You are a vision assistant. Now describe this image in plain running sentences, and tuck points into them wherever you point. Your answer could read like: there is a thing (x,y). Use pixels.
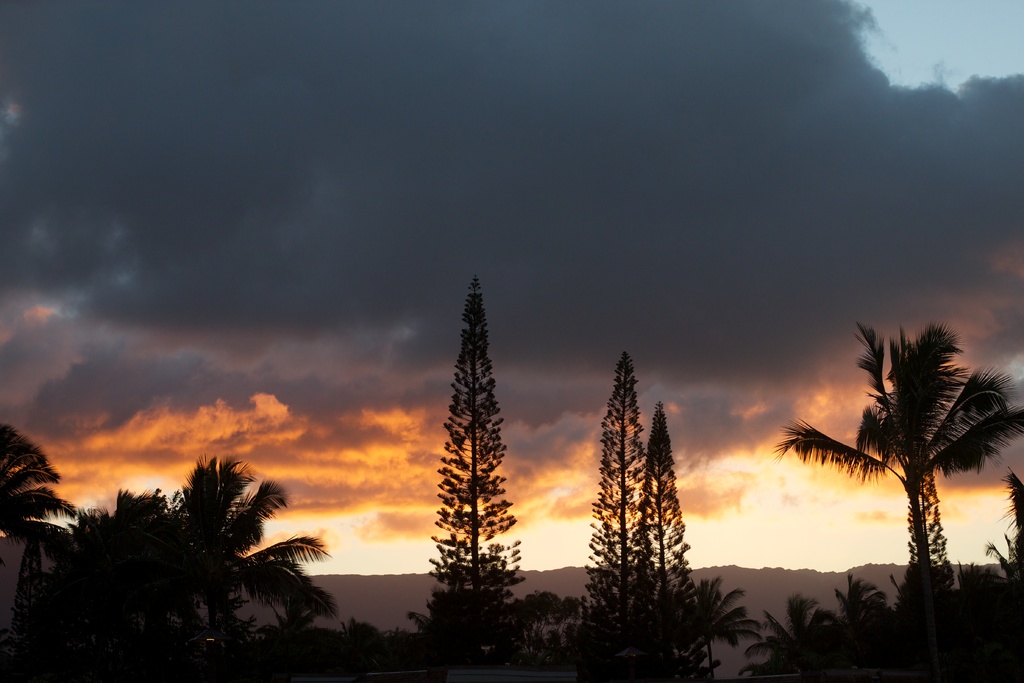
In this picture we can see many trees (501,602). In the background (388,597) we can see the mountain (414,590). At the top (493,82) we can see sky (321,567) and clouds (610,57).
